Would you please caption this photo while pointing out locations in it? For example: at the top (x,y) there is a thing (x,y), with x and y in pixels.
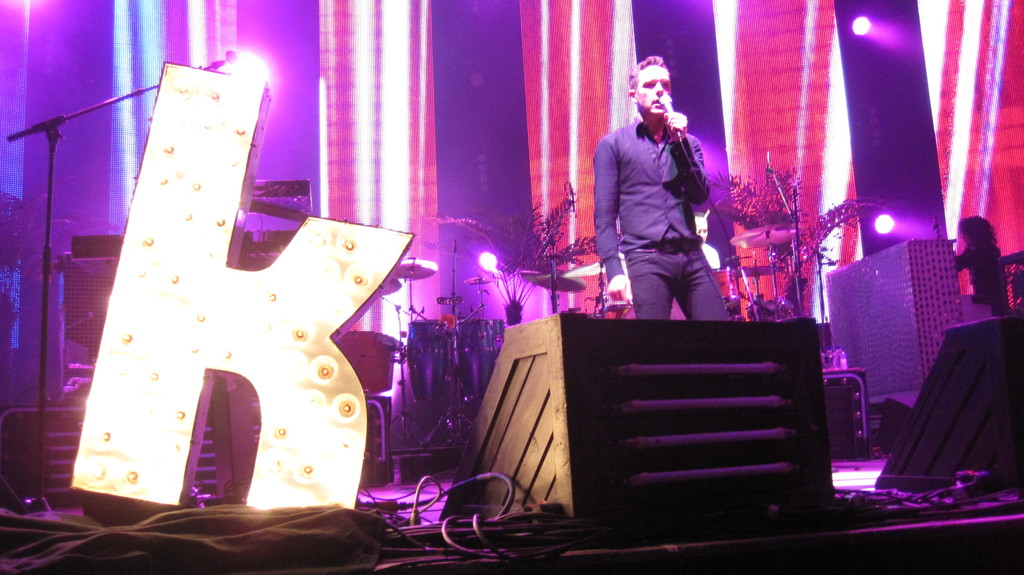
In this image we can see a person (678,175) holding a mic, few musical instruments (460,349), wires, lights (855,27) to the wall (869,80), potted plants (530,263) a table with bottles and few objects (313,344) on the stage (412,485).
